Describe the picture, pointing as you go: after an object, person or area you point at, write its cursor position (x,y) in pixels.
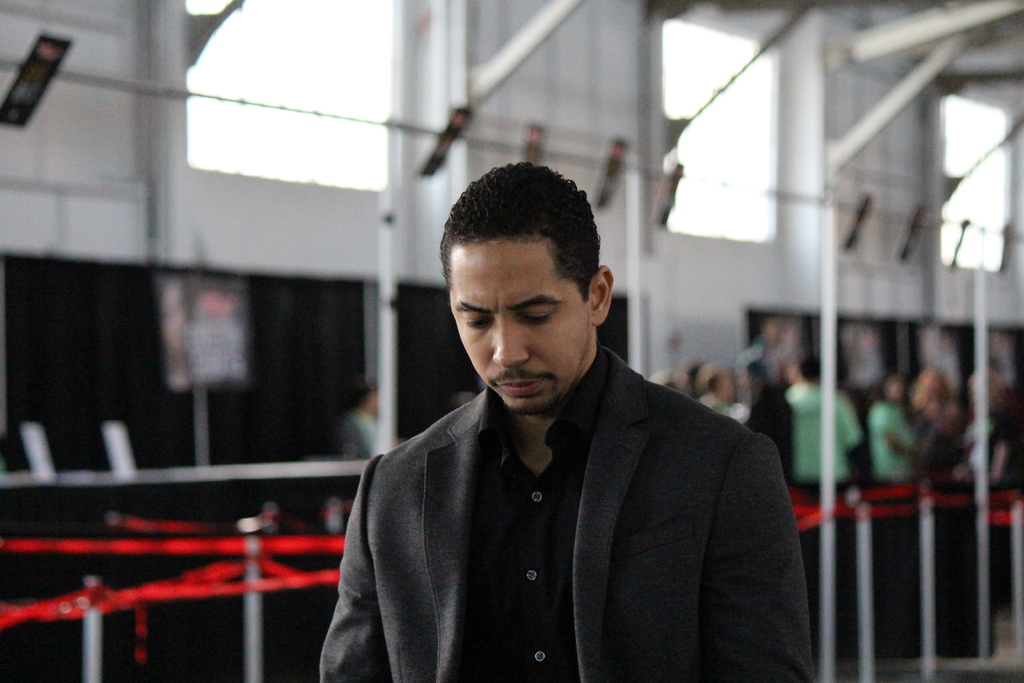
The man (572,234) is highlighted in this picture. He is looking downwards. He wore black jacket (404,601), black shirt (491,517). Far there is a queue (813,400) of people (880,400) standing. There are red ribbons (271,545) and poles (258,652). The one pole (95,658) is connected with one pole (258,639) with help of ribbons (189,596). There is window (727,198) on the top (729,194).
